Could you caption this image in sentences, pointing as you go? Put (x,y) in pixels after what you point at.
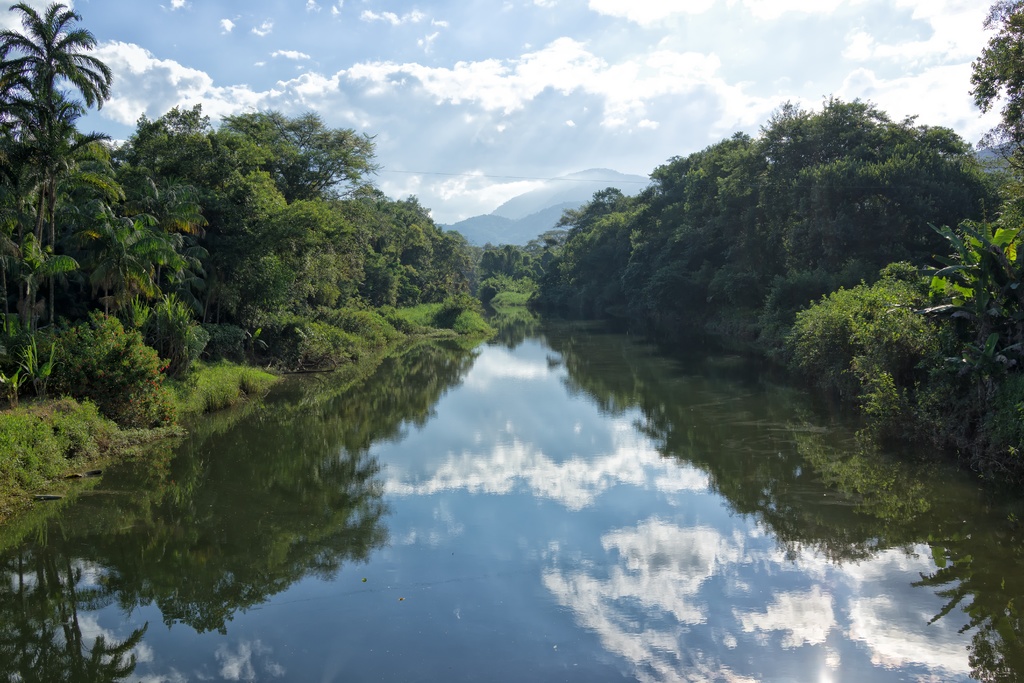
In this image I can see trees (395,256) in green color, water (417,543). Background (381,93) I can see sky (384,80) in white and blue color.
